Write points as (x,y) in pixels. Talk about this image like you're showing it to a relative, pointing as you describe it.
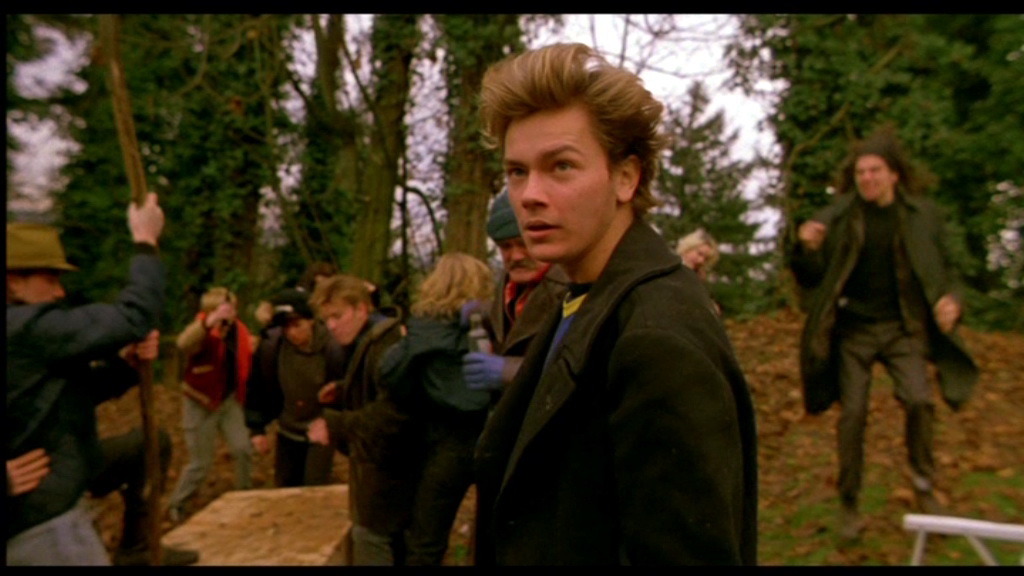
This is a picture taken in a forest (441,164). In the foreground of the picture (492,491) there is a man (724,421) standing wearing a black suit (605,333), behind him there are many people (340,306). On the left (98,406) there is a person (129,280) holding stick (135,189). In the background (819,45) there are trees (700,101), dry leaves (770,328). The background (757,332) is blurred.
